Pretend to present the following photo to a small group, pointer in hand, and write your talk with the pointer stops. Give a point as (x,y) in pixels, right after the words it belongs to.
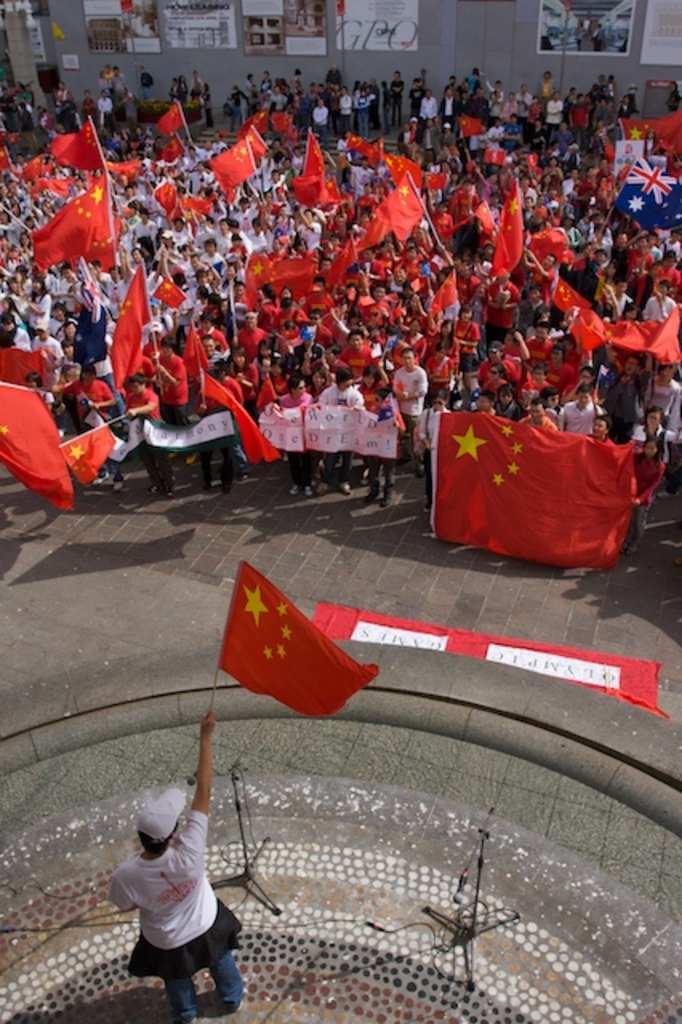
In this picture we can see some people (344,352) standing on the road (392,609) and protesting by holding the red china flag (408,231) in their hands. In the front (187,893) bottom side we can see a man (173,921) wearing white t-shirt (171,932) and holding the red flag (281,661) in his hand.
